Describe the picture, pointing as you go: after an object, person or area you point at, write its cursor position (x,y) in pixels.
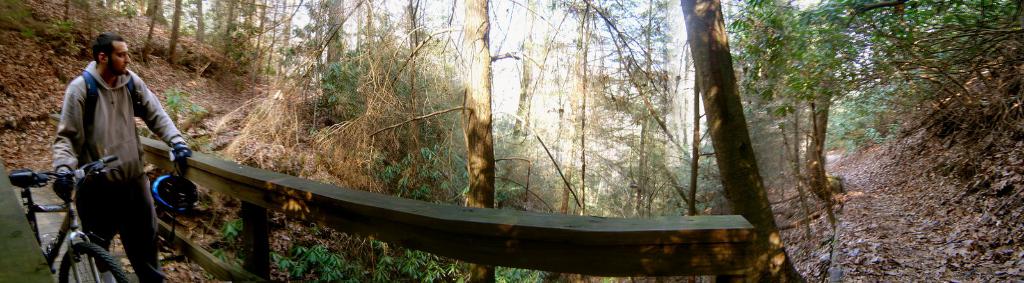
In this image I can see the person (107,179) standing on the bridge (188,244). The person (150,273) is holding the bicycle (70,211) and the helmet (171,190) and also wearing the ash and grey color dress (108,169) and also the bag (91,107). In the background (495,136) I can see many trees (444,50) and the sky (499,13).
